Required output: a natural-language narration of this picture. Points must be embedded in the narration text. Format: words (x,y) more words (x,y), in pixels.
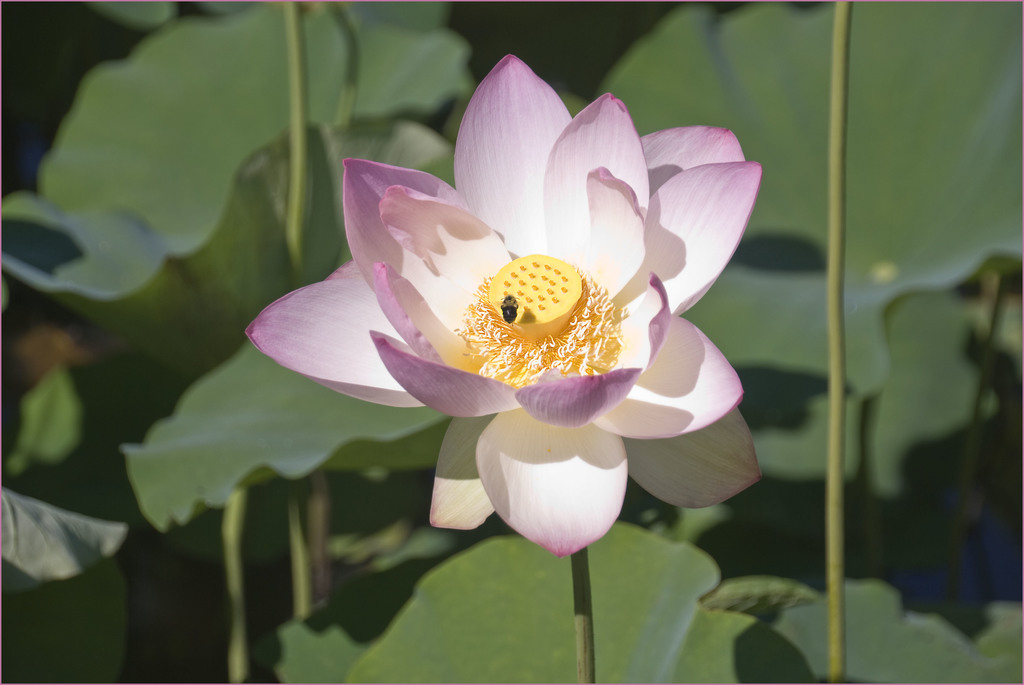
It is a beautiful lotus flower (682,404) there is a bee (513,307) on it.
